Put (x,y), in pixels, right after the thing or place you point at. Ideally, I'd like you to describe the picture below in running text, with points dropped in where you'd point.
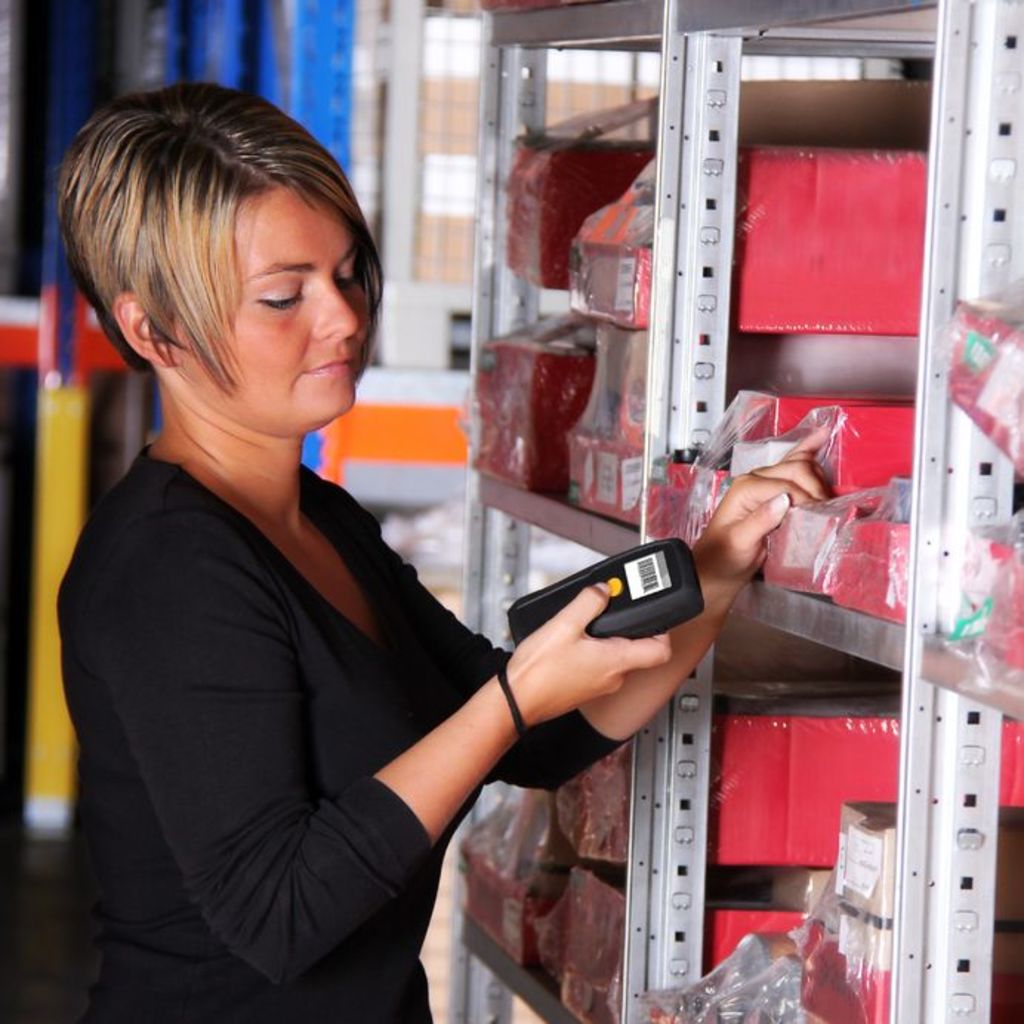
Here in this picture we can see a woman (270,395) standing on the floor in a black colored t shirt (246,721), holding a electronic device (645,622) in her hand (596,670) and in front of her we can see racks (997,59) full of some boxes (610,458) present over there.
